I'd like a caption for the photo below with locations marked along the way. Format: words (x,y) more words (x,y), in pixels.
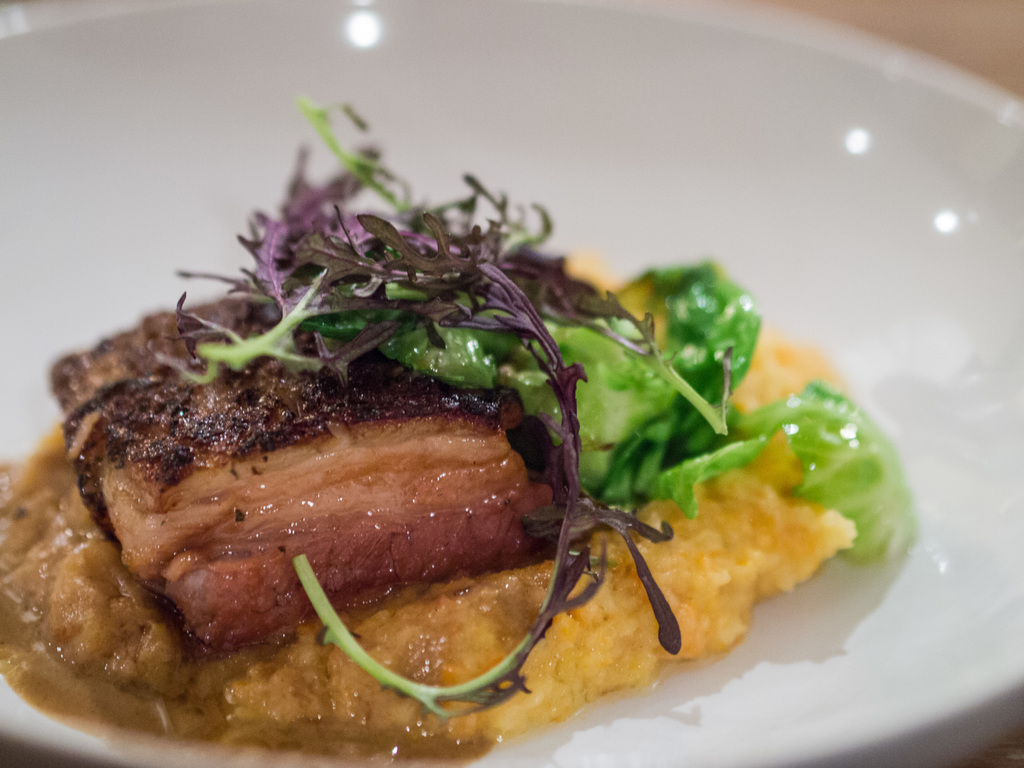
There is a food item (418,606) on a white plate (1022,375).
